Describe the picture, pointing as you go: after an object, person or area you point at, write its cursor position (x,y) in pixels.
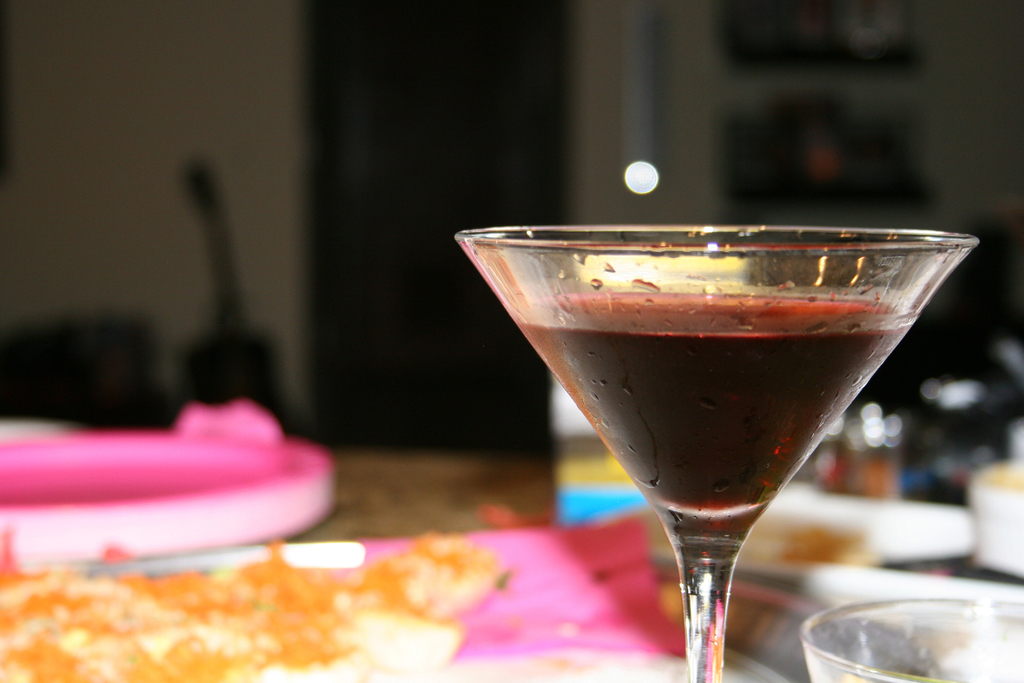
In this image, we can see a glass (675,429) with drink (697,384) is placed on the table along with the food item (434,655).
